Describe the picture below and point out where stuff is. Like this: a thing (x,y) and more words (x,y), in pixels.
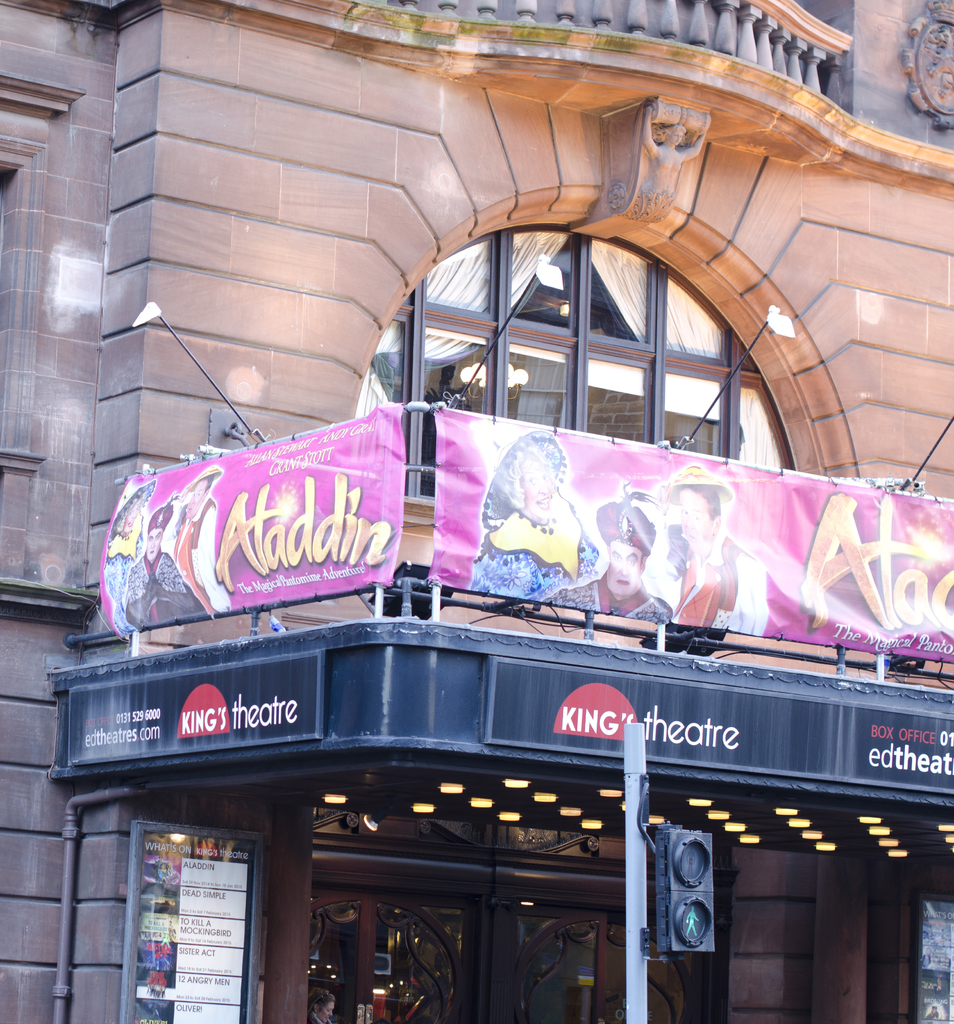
In the middle of the image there is a pole (639,767) with traffic signal (656,886). Behind the signal (678,854) there is a store (283,632) with banner (873,635) and name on it. Also there are glass doors (677,1019). At the top of the image (306,231) there is a building (252,194) with brick wall (871,59), glass windows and pillars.
